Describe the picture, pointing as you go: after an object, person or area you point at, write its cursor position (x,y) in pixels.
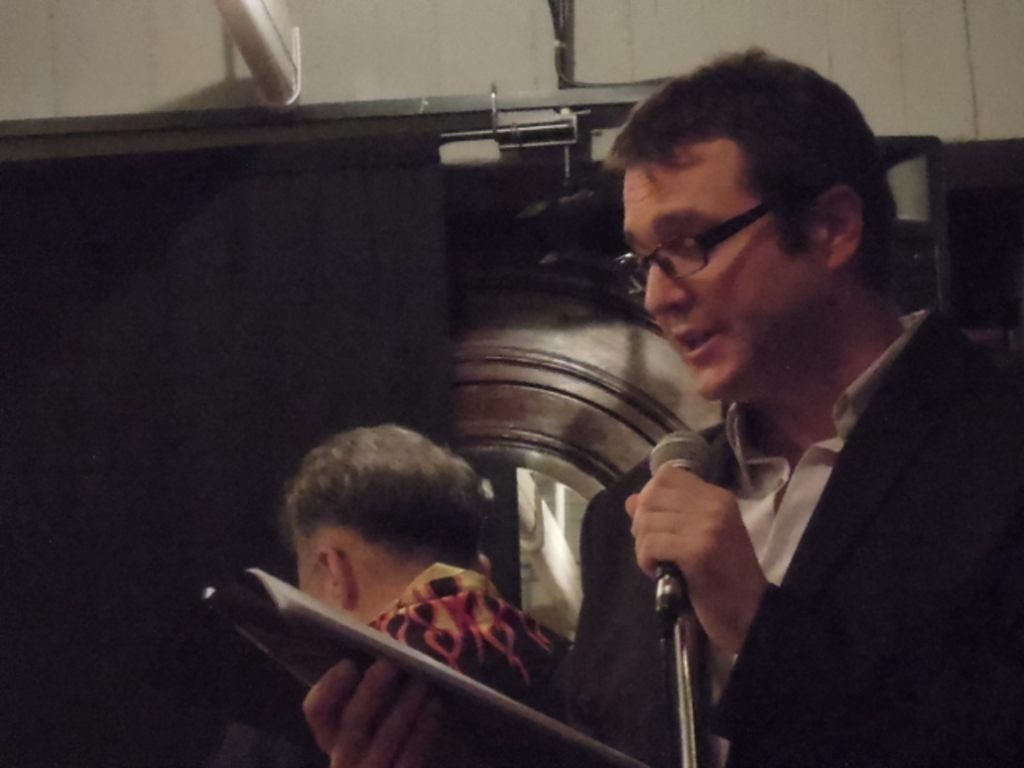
This person (714,497) is speaking in-front of mic (674,458) and holding a book (533,714). Beside this person (745,435) another man (456,559) is also standing.
